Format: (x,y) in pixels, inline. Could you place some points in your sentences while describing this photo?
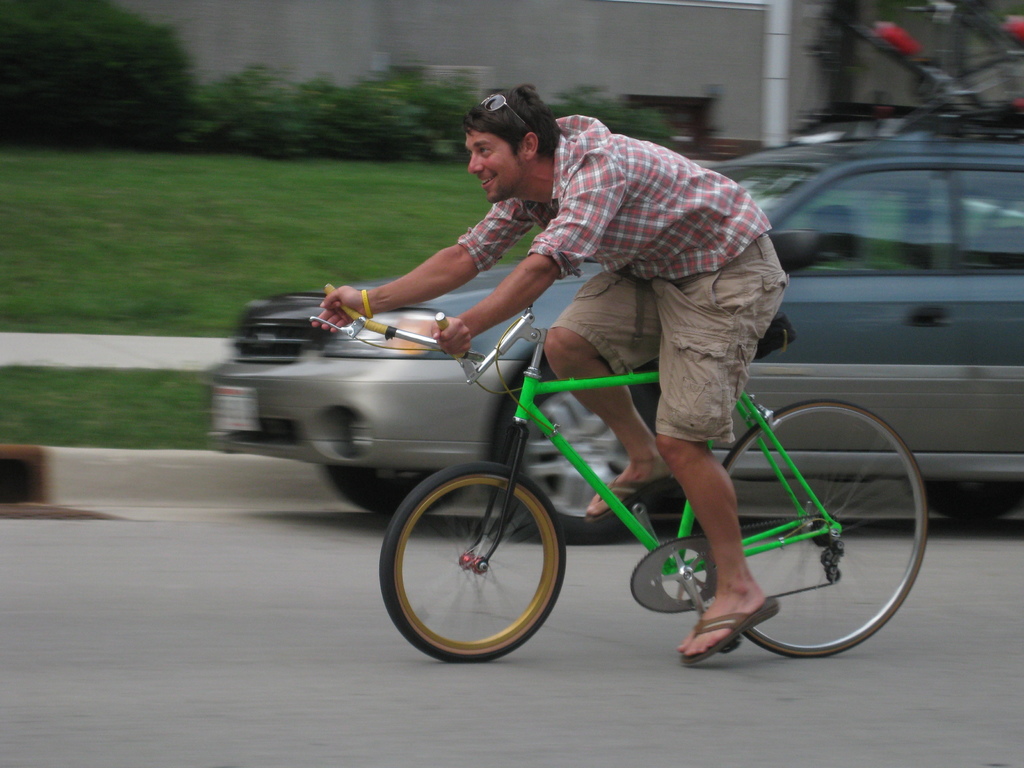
a person (749,254) is riding a green bicycle (604,483) on the road (645,621). behind him there is a car (862,316). at the back (307,242) there is grass (260,230) and trees (92,48).
